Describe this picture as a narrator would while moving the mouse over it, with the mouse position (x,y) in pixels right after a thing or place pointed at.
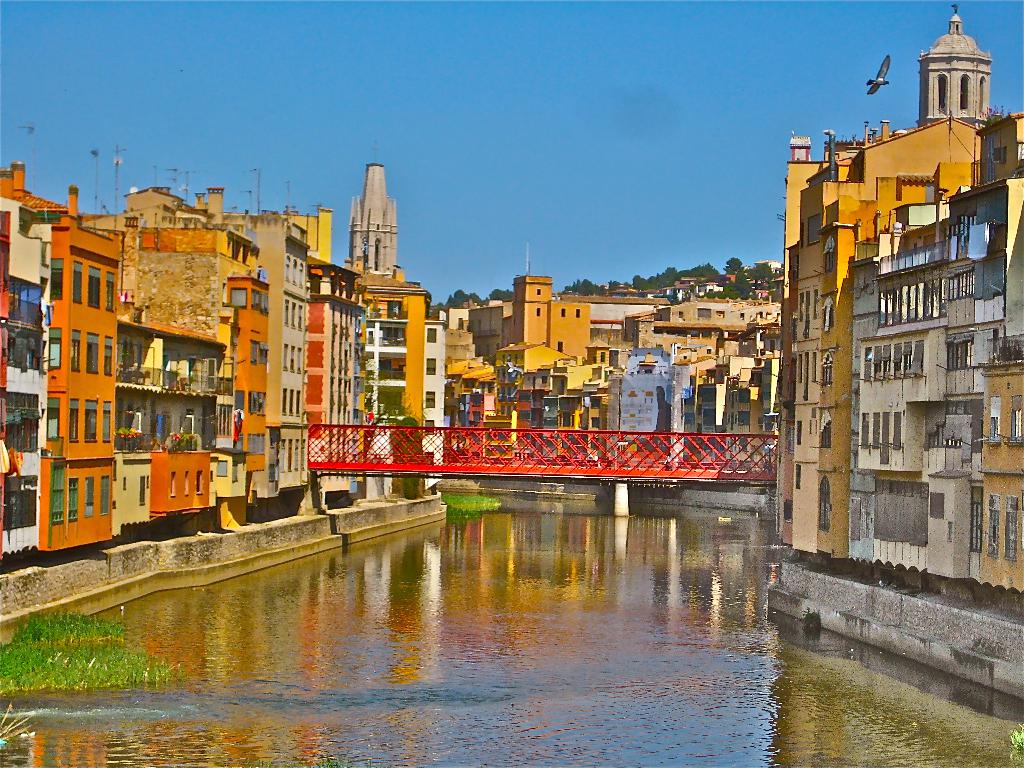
In this image we can see buildings (698,403), there are some plants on the water (556,560), there are poles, trees (723,296), there is a bird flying in the sky (373,157), also we can see trees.
